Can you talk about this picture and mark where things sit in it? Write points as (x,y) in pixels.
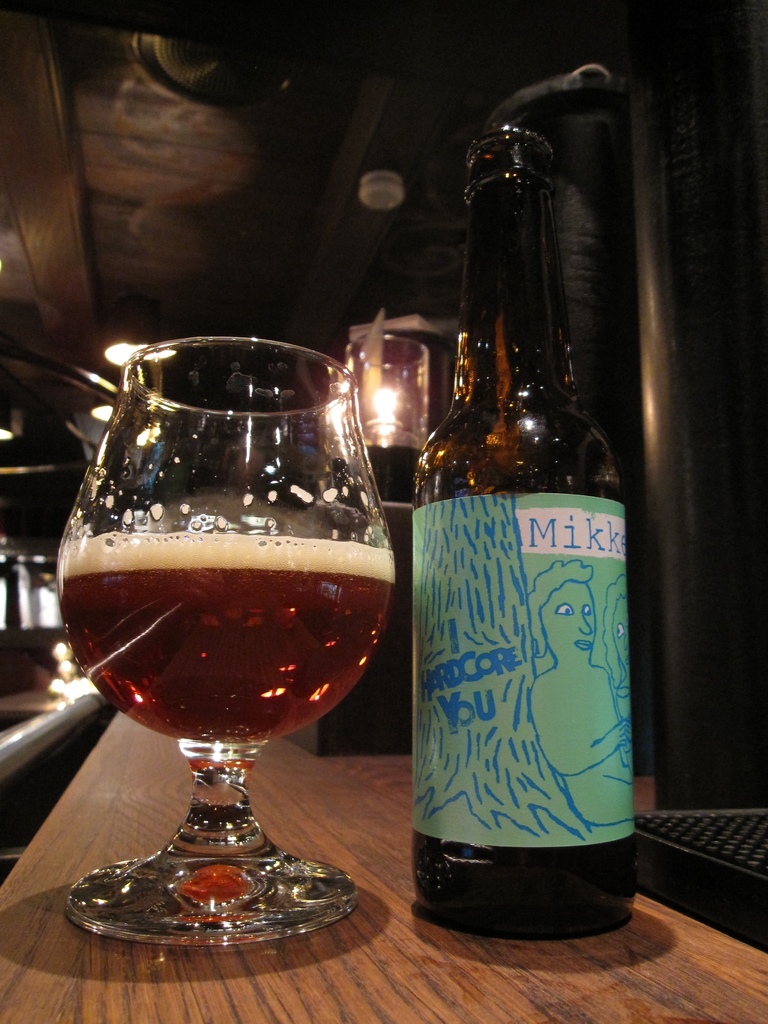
In the image we can see on the table (177,787) there is a beer bottle (482,839) and the glass (228,783) in which there is a beer (221,632) and at the back (387,398) there is lighting (387,417) and on the top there is speaker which is attached to the top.
